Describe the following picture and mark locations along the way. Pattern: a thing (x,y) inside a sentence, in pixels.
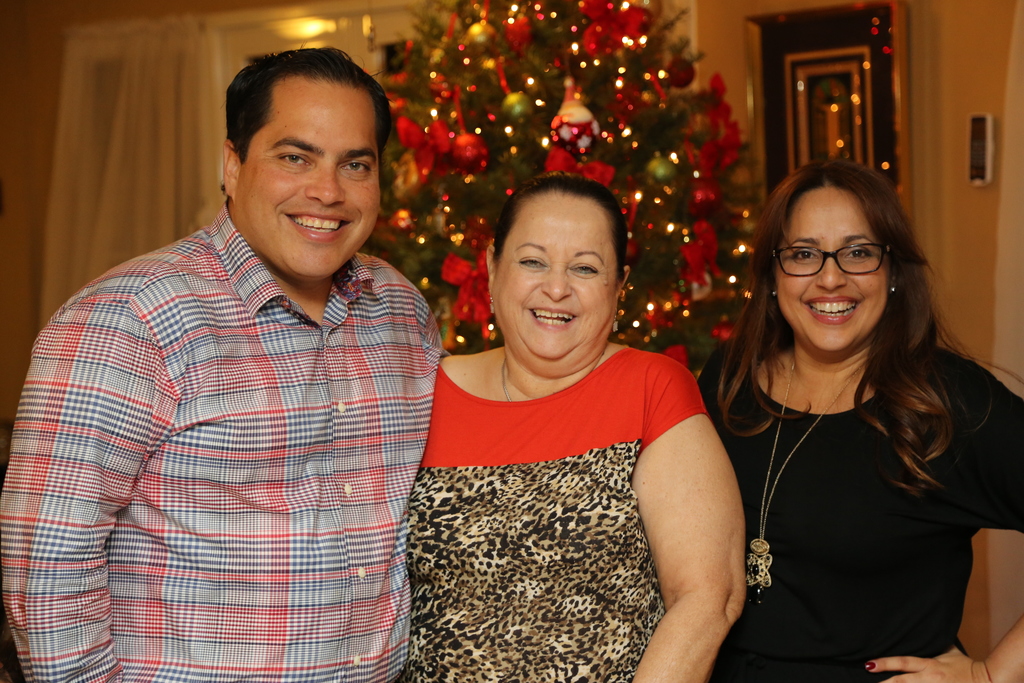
In this image I can see a man (273,470) and two women (507,529) are standing and smiling. In the background (31,62) I can see the wall (31,62), the curtain (92,73), a christmas tree (530,128) with few decorative items (583,108), the light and a frame (818,15) attached to the wall (769,1).
